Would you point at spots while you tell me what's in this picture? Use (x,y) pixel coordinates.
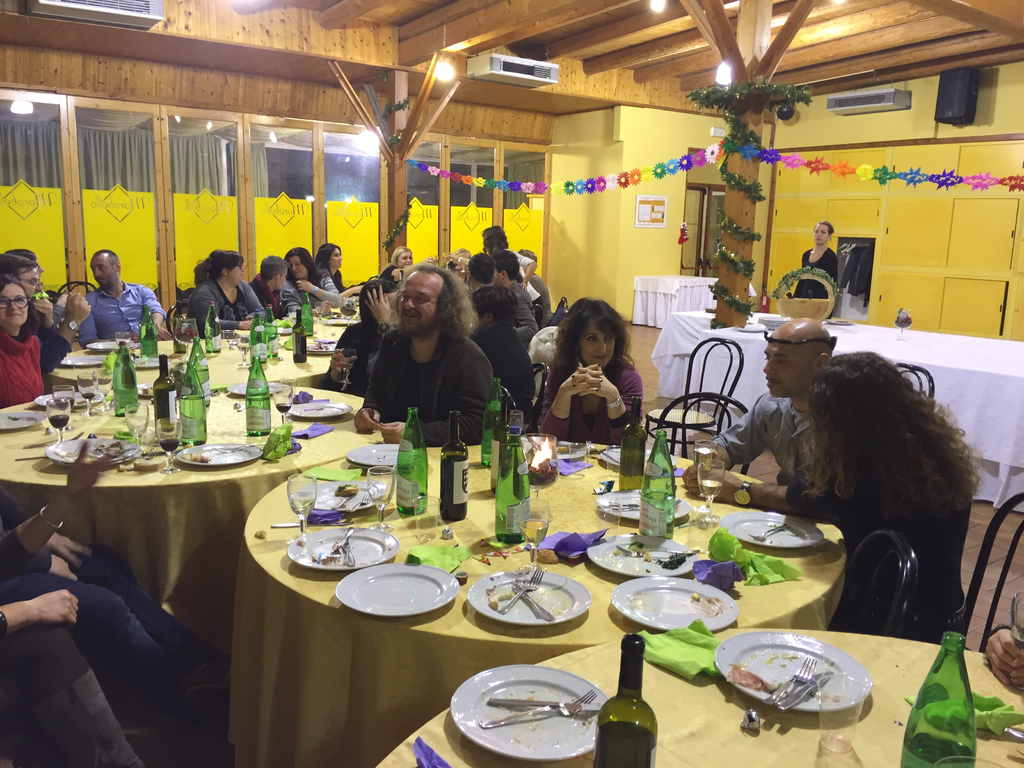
This is a picture of restaurant (633,387). here we can see few persons (228,298) sitting on chairs (911,599) in front of a table (571,523) and on the table (582,515) we can see bottles (514,454), glasses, plates (799,637) and a food (495,597) in it, spoons (802,691) and forks (782,691). We can see one woman (810,298) standing here. This is a decorative paper (729,154). These are window glasses (352,191). This is an AC (150,15). These are lights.
